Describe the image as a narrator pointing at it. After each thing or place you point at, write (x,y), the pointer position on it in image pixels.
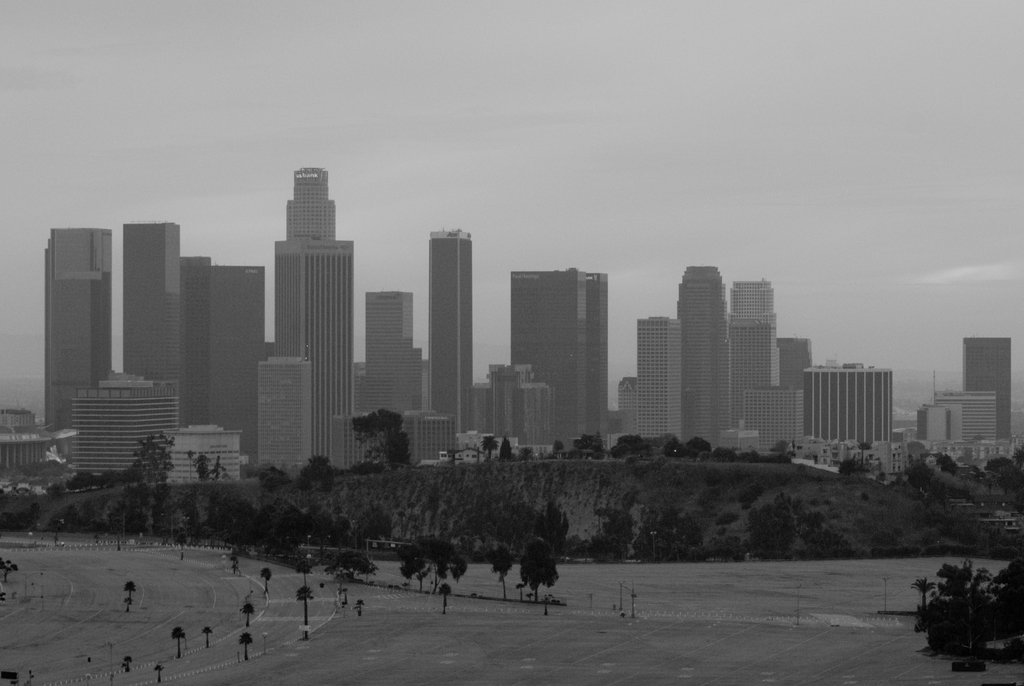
In this image there are trees (444,574), mountains (689,497) and buildings (758,367).
